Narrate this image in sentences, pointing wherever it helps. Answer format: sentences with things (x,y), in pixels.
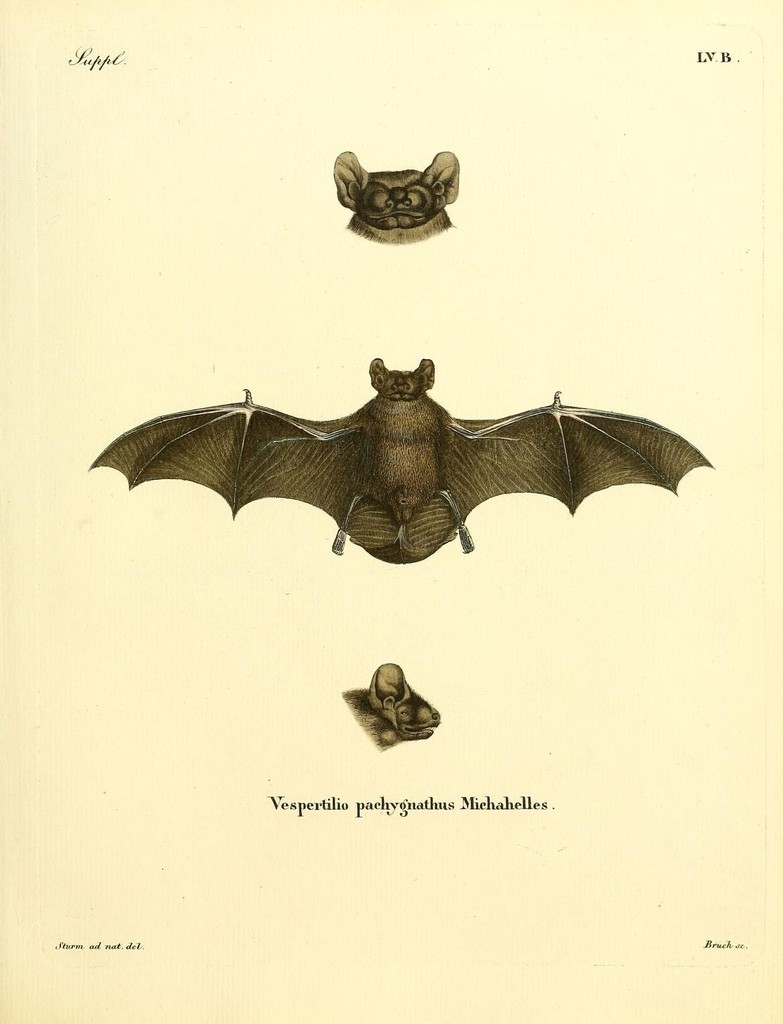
In this image, we can see a poster (558,377), on that poster (509,413) we can see a bat (591,429) and bat heads (342,185).
